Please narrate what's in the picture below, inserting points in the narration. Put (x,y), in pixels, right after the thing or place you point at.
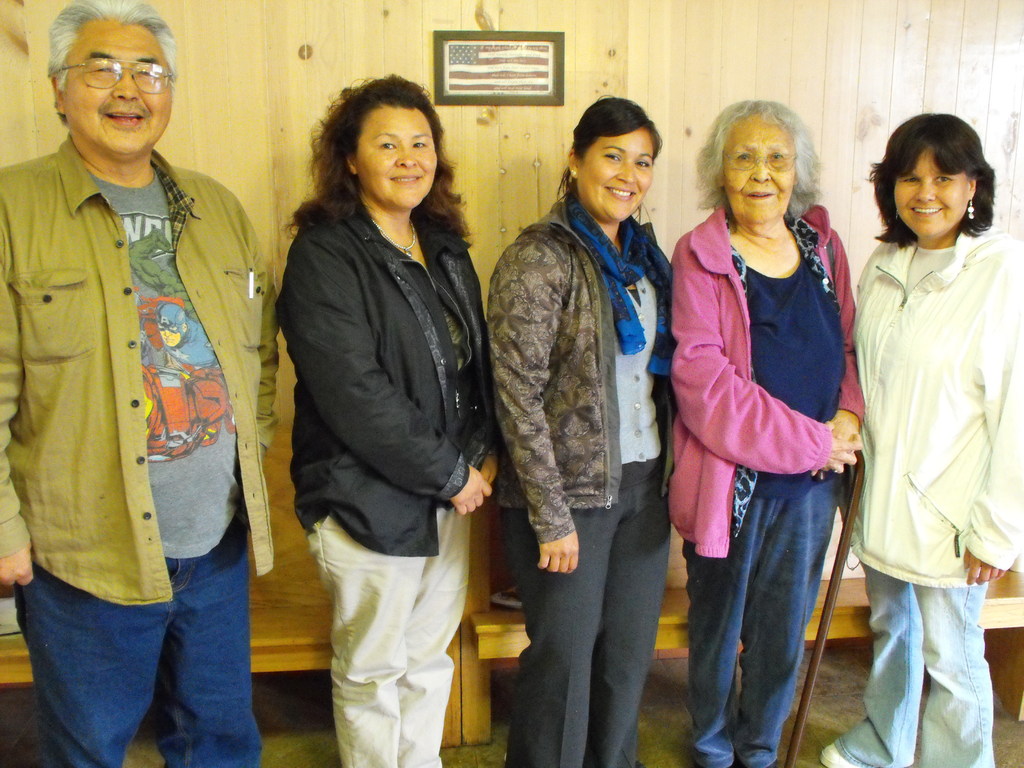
In the image I can see people (423,383) are standing and smiling. Some of them are wearing spectacles (784,166). In the background (745,70) I can see a wooden wall (543,117) which has an object (509,74) attached to it. The woman (814,527) in the pink jacket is holding a stick (813,680) in hands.
